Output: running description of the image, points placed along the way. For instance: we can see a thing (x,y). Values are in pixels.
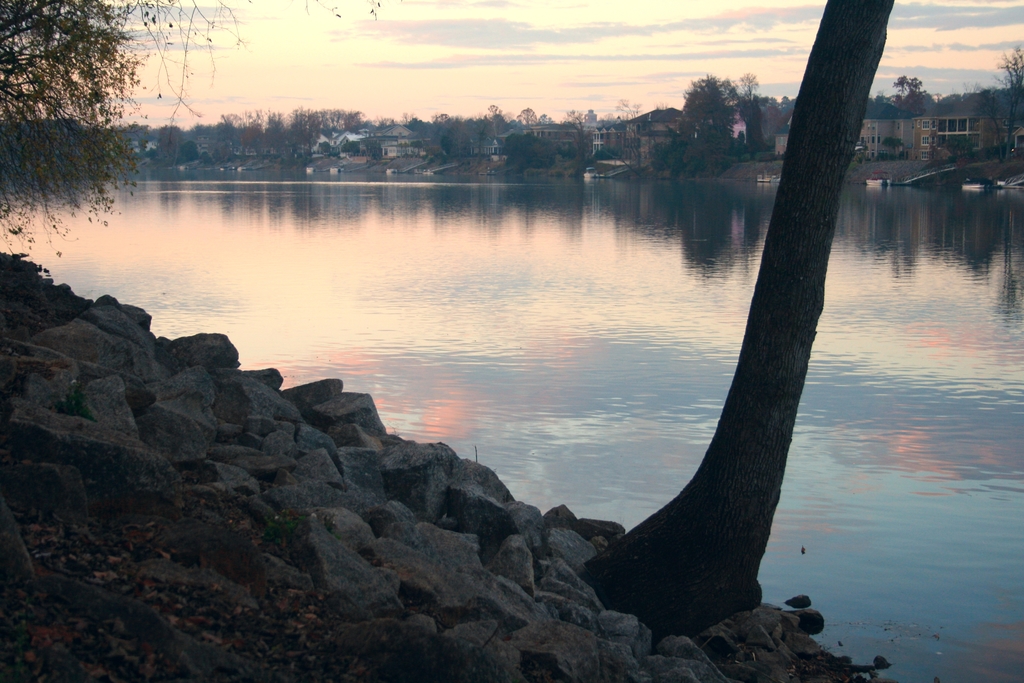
In this image at the bottom (282,527) there are some rocks (117,491) and some grass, and in the background (543,346) there is a lake (890,273), trees (1006,120), buildings (1017,133) and in the foreground (103,91) also there is one tree (817,62).
